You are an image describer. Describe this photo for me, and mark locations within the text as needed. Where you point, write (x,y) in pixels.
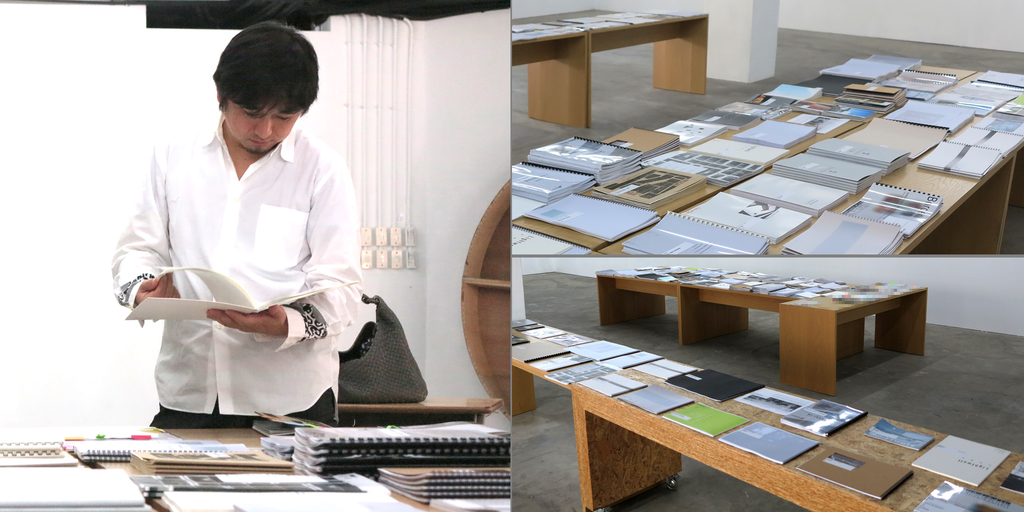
This picture is a collage of three images. In the first picture I can observe a person (261,347) standing in front of a table (200,432) on which some books (40,506) are placed. The person (183,414) is wearing white color shirt (243,237). In the background (11,87) there is a wall (422,281). In the remaining two images I can observe desks (873,451) on which some books (713,156) are placed. In the background (784,261) there are walls (906,259).
